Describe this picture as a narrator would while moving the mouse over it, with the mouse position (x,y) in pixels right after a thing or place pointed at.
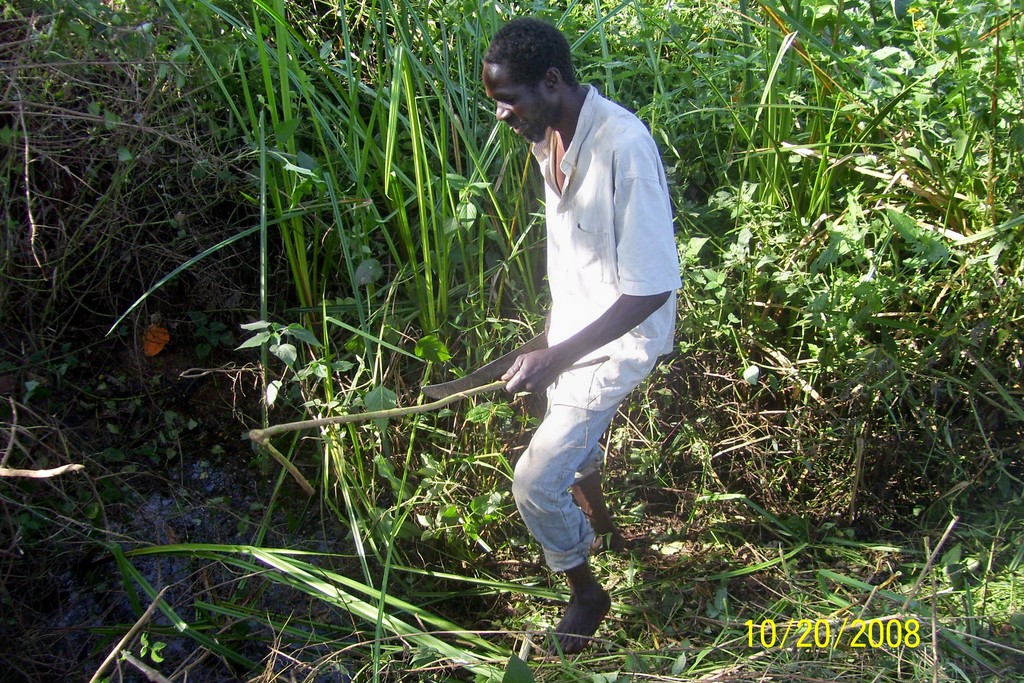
In the center of the image (577,377) we can see one person (593,377) is standing and he is holding some objects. And we can see he is in a white color costume (616,341). At the bottom right side of the image (812,641), we can see some numbers (795,630). In the background (706,458), we can see plants (515,413).
